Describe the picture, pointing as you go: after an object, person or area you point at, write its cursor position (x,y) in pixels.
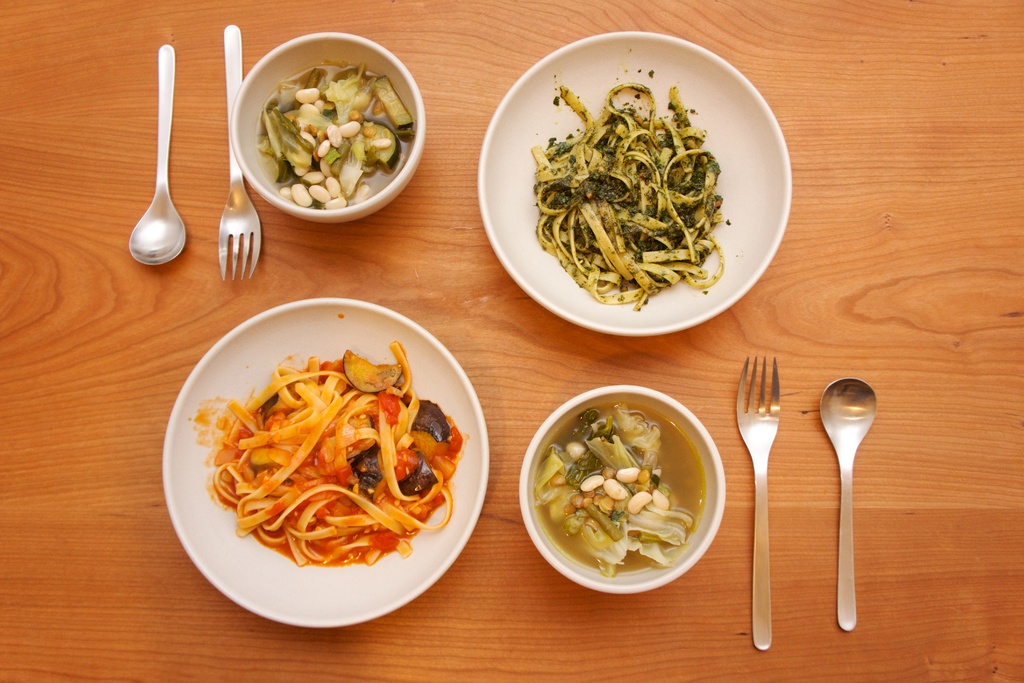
In this picture I can see food items (308,97) on the plates (289,584) and in the bowls (356,95), there are forks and spoons (163,163) on the table (50,593).
